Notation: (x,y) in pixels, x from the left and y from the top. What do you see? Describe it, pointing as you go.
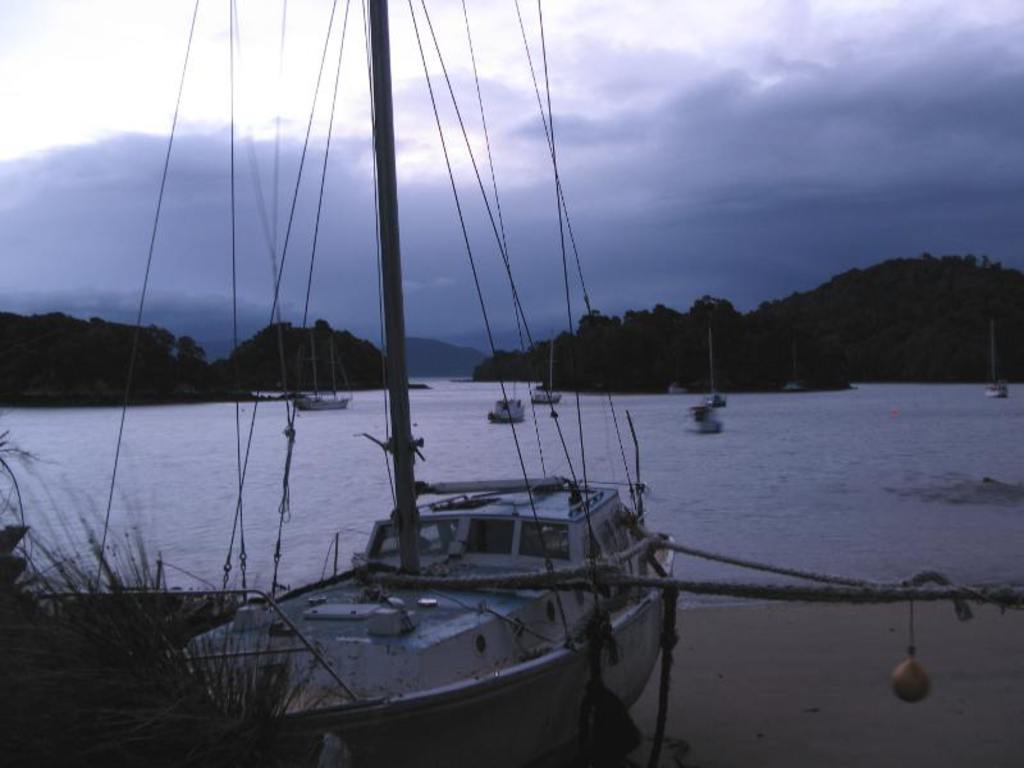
There is a boat (376,662) with poles (412,449). There are ropes (765,562). On the left corner (127,662) there are plants (142,680). In the back (310,445) there is water (654,448). There are boats (556,389) in the water (659,403). In the background (471,346) there are hills (713,302) and sky (532,143).
